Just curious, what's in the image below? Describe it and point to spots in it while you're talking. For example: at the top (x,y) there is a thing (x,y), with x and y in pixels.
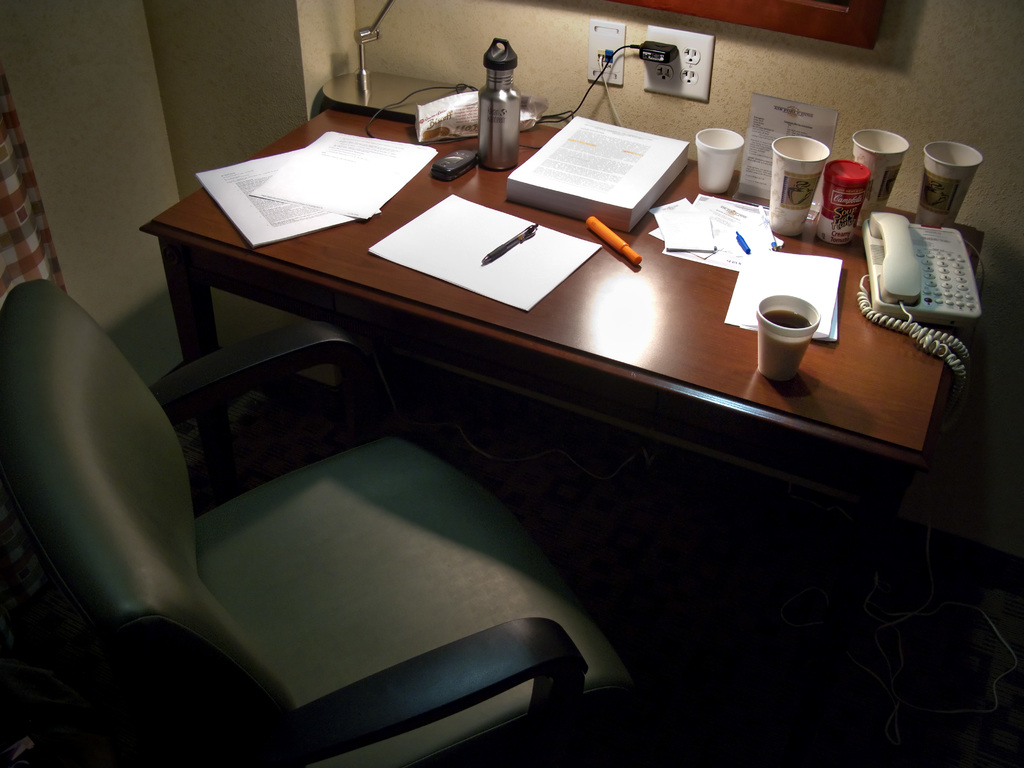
There is a green color chair (312,548). In front of the chair (194,365) there is a table (828,406). On the table (260,269) there are papers (323,212), pen (520,240), cups (775,313), glass (778,170), telephone (900,234), a bottle (508,132), to the top (407,90) there is a lamp (358,99). And to the wall (636,96) there are sockets (603,35).
